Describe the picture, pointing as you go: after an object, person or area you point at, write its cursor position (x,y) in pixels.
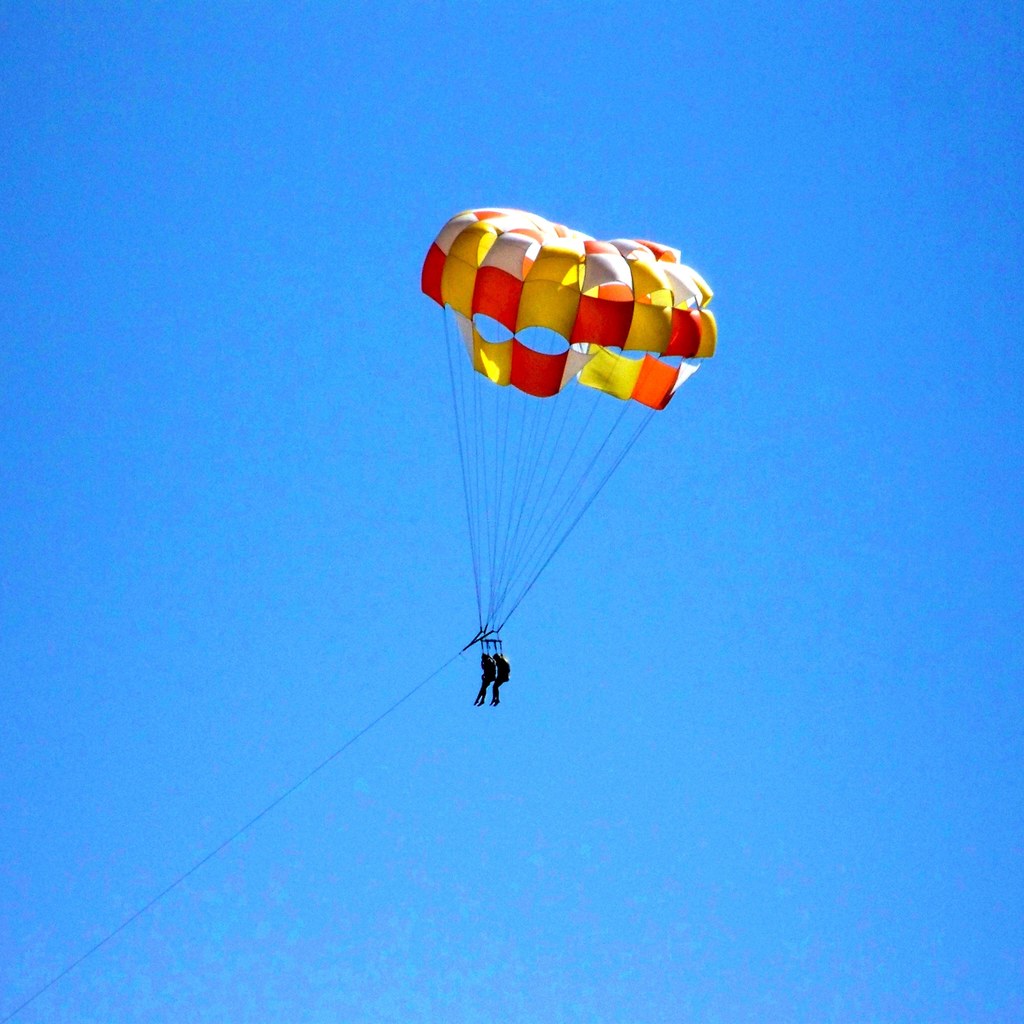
In this image two persons (483,656) are paragliding. This is the parachute (553,281). The sky (359,471) is clear.
